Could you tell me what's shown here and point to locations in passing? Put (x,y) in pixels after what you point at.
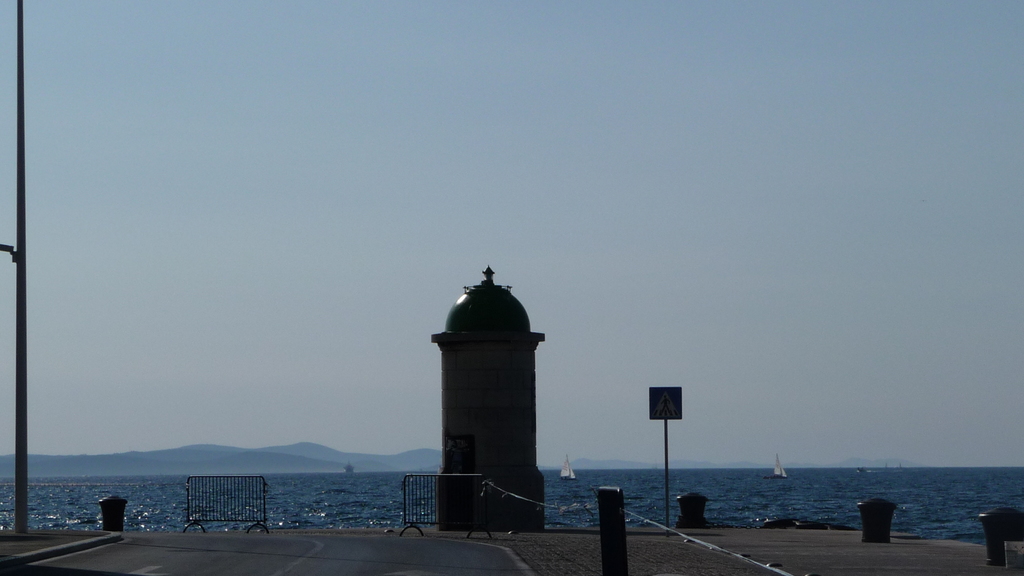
In this image, we can see a lighthouse (510,401) in front of the sea (353,487). There are barricades (247,502) on the road (378,536). There is a signboard (662,413) at the bottom of the image (660,398). There is a pole (19,238) on the left side of the image (10,250). In the background of the image (259,230), there is a sky (618,132).
